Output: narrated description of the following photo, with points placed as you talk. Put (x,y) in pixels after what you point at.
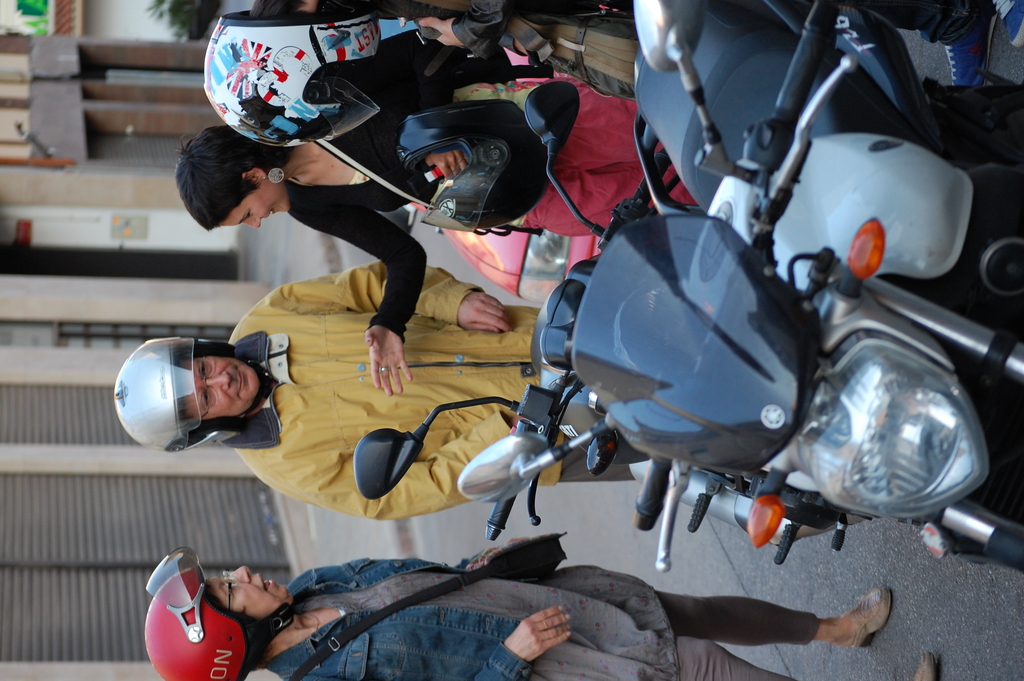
The picture consists of motorbikes (595,317) and people (410,468) wearing helmets (156,418). On the left (93,264) it is blurred and there are buildings (110,156).
